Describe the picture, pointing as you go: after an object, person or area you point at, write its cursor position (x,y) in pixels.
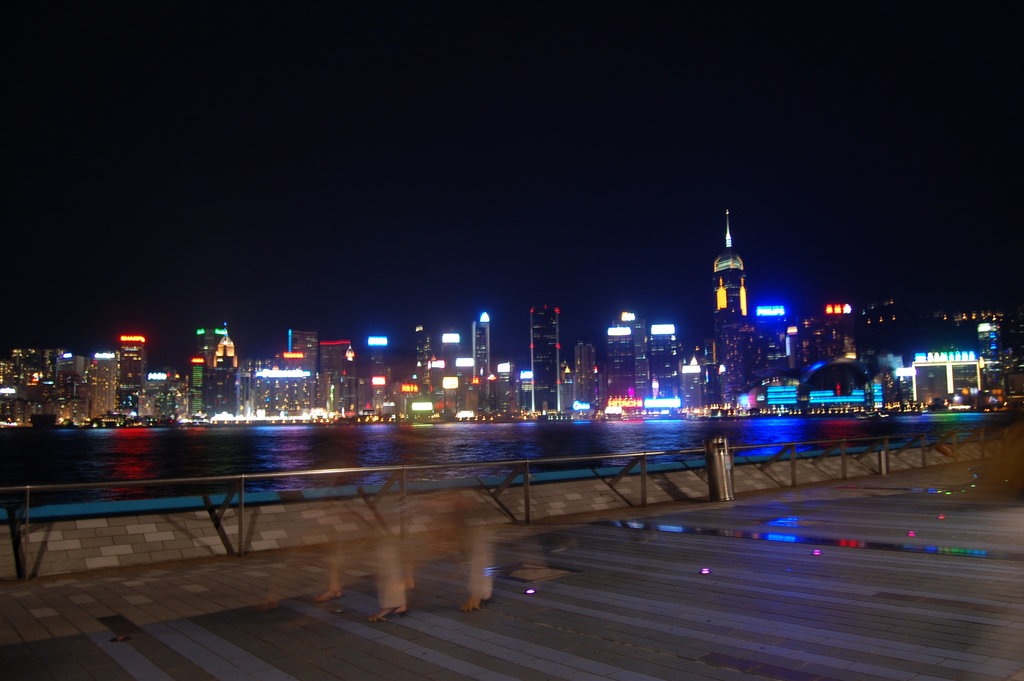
In the picture we can see a road (603,658) and beside it, we can see a railing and behind it, we can see water (270,484) and far away from it, we can see houses (862,390) and buildings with lights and behind it we can see a sky (691,240) which is dark.
